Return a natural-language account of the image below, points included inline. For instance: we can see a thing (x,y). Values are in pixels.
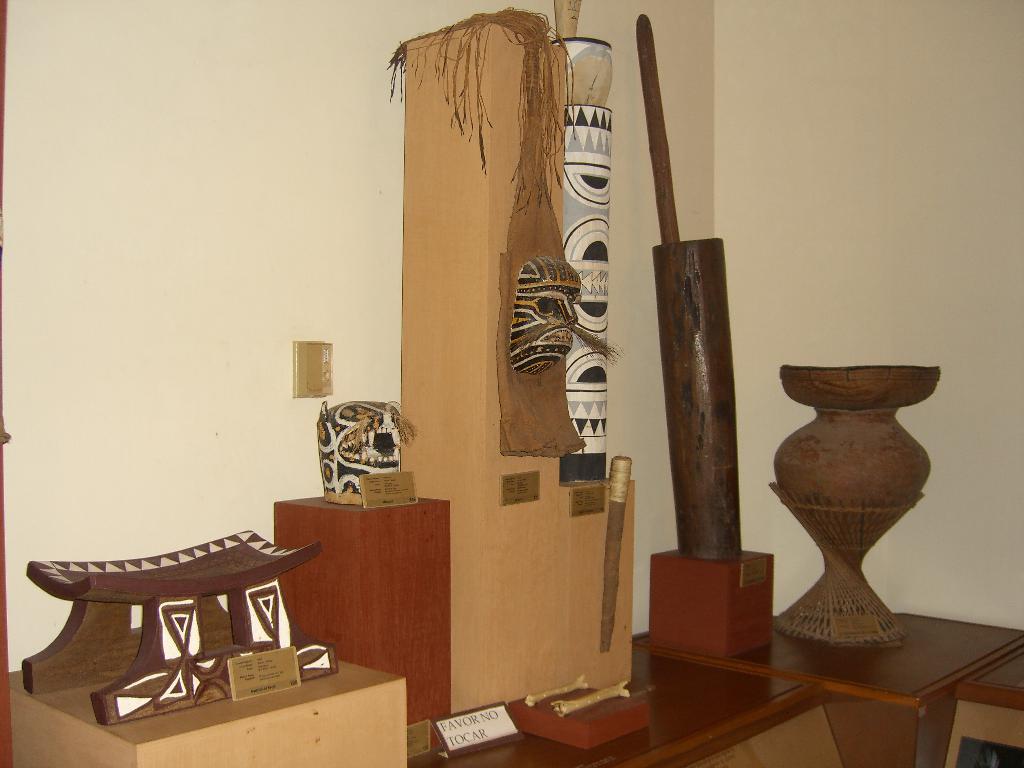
There are artifacts (555,326) arranged on the wooden table (771,658). In the background (862,56), there is wall (58,91).
